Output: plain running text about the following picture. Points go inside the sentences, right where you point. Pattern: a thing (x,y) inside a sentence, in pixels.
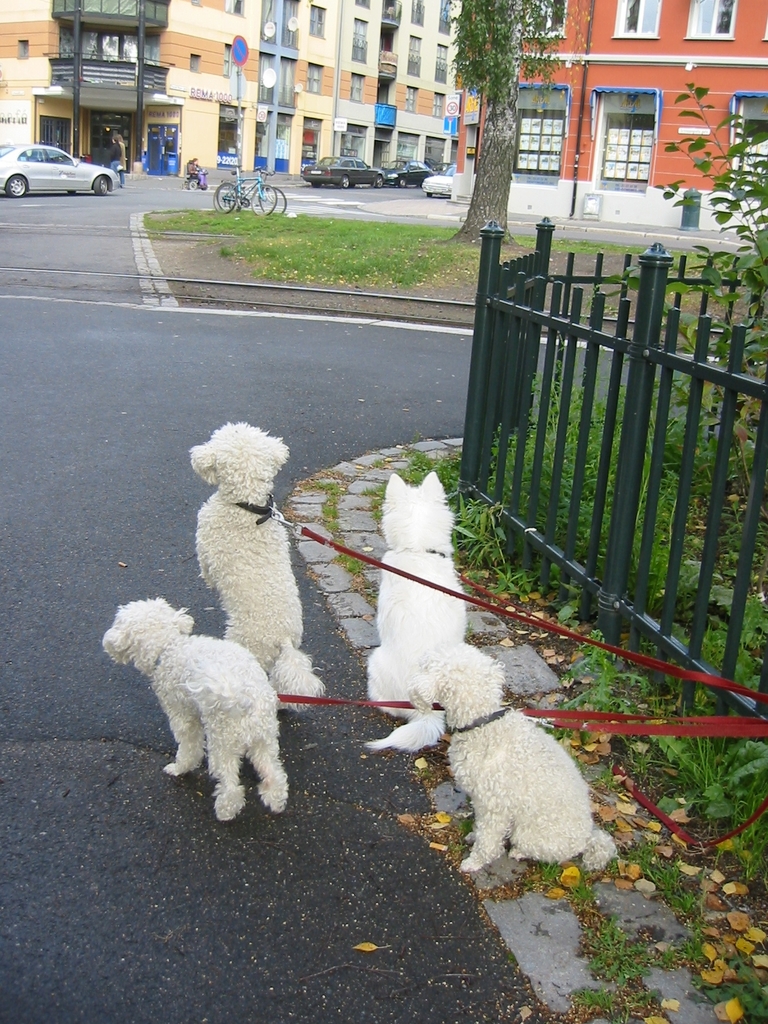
In this image I can see few white colour dogs (452,726), red colour belts (495,598), grass (482,566), a tree (495,88), few buildings (389,63), few vehicles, few bicycles (269,197), few poles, a sign board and number of windows (434,106). I can also see few people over there.
